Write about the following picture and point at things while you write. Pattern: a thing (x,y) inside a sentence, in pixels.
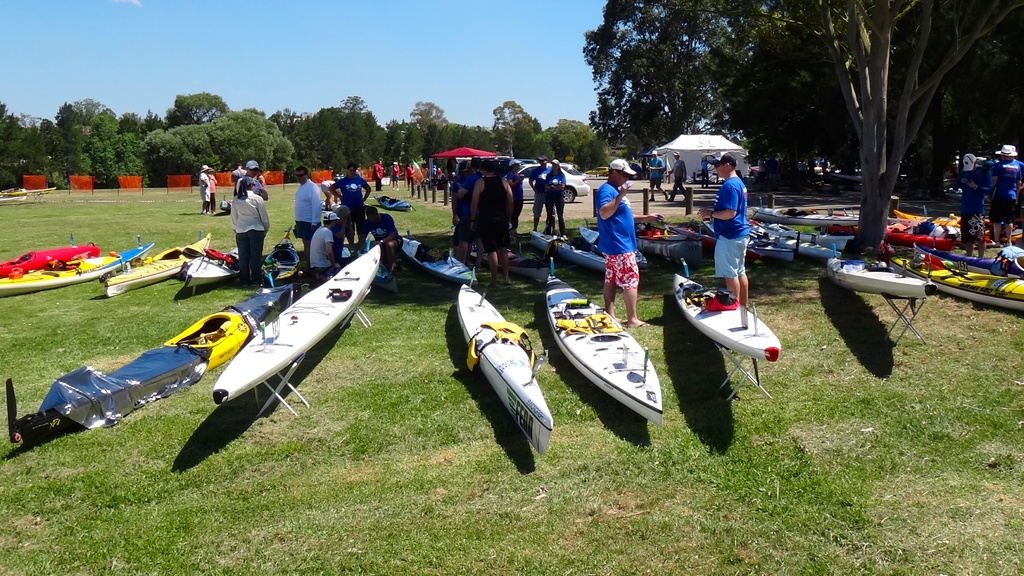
In the background (578,96) we can see the sky (544,34) and trees (247,109). In this picture we can see objects (29,186), grass (20,241), tents (695,164), vehicles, sea kayaks (781,221) and people (628,169).
